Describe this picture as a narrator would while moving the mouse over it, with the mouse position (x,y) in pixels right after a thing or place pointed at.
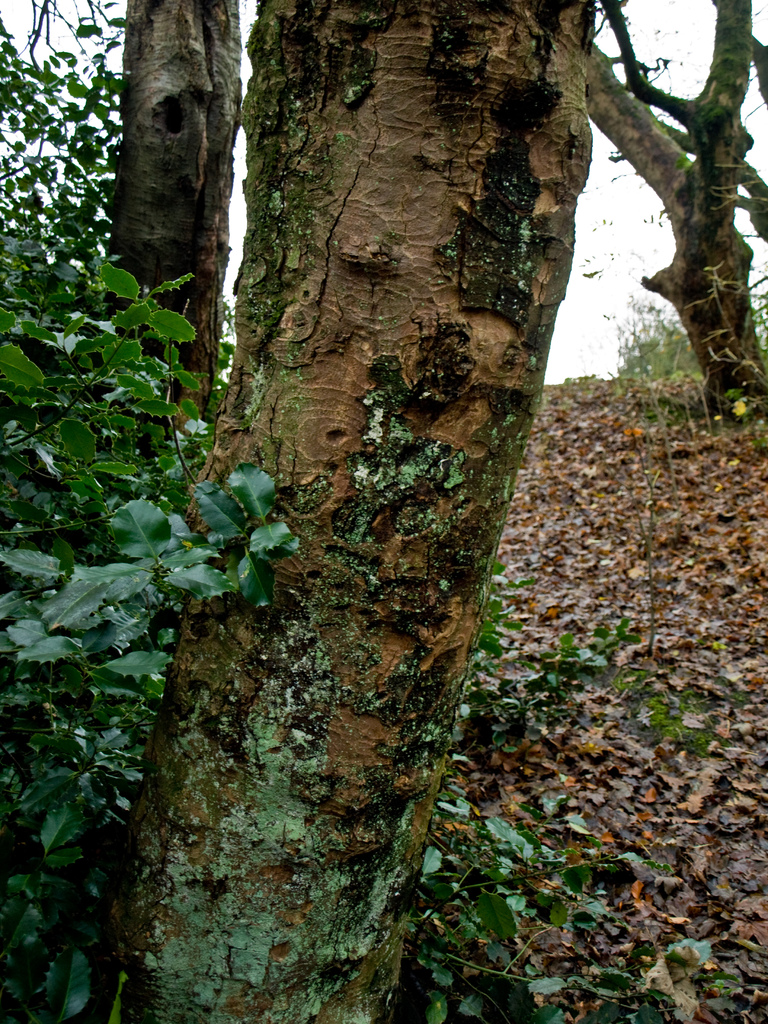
In this picture we can see tree trunks (288,237) and plants (135,440). Behind the tree trunks (457,226) there is a sky (621,177) and on the path (599,504) there are dry leaves (607,687).
